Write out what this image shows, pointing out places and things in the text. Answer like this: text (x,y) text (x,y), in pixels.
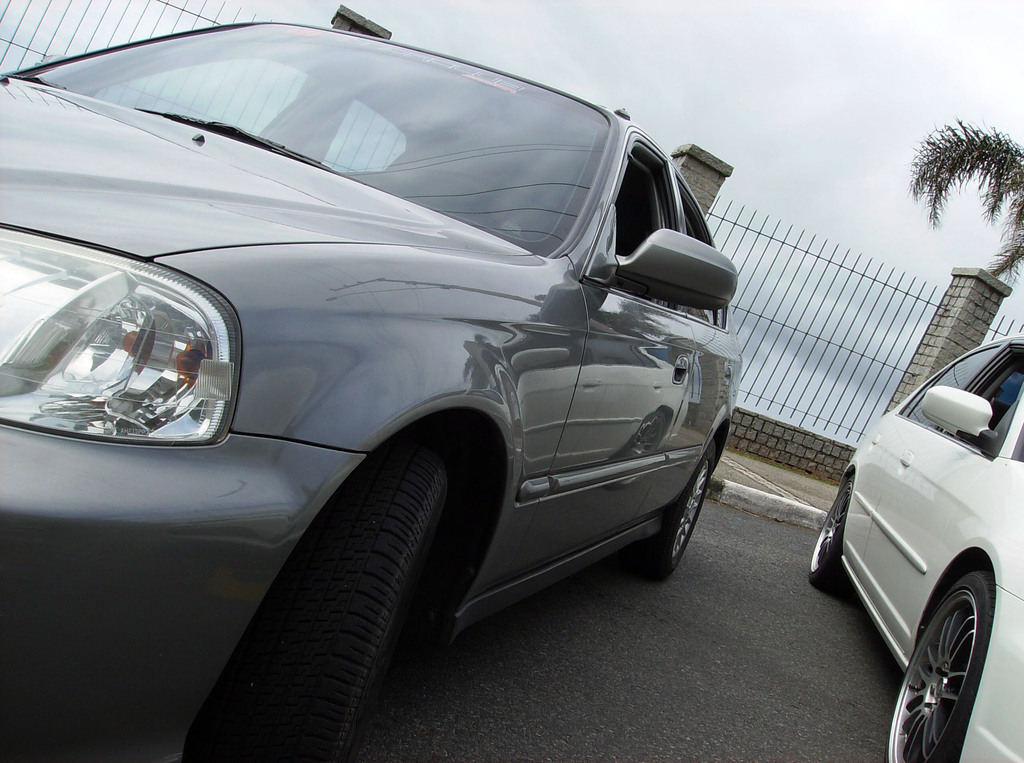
In this picture I can see the grey and white color cars (493,439) near to the fencing (853,364). At the bottom (612,699) I can see the road (658,690). On the right (1011,160) there is a tree (1003,202). At the top (712,53) I can see the sky (712,60) and clouds (662,62).
